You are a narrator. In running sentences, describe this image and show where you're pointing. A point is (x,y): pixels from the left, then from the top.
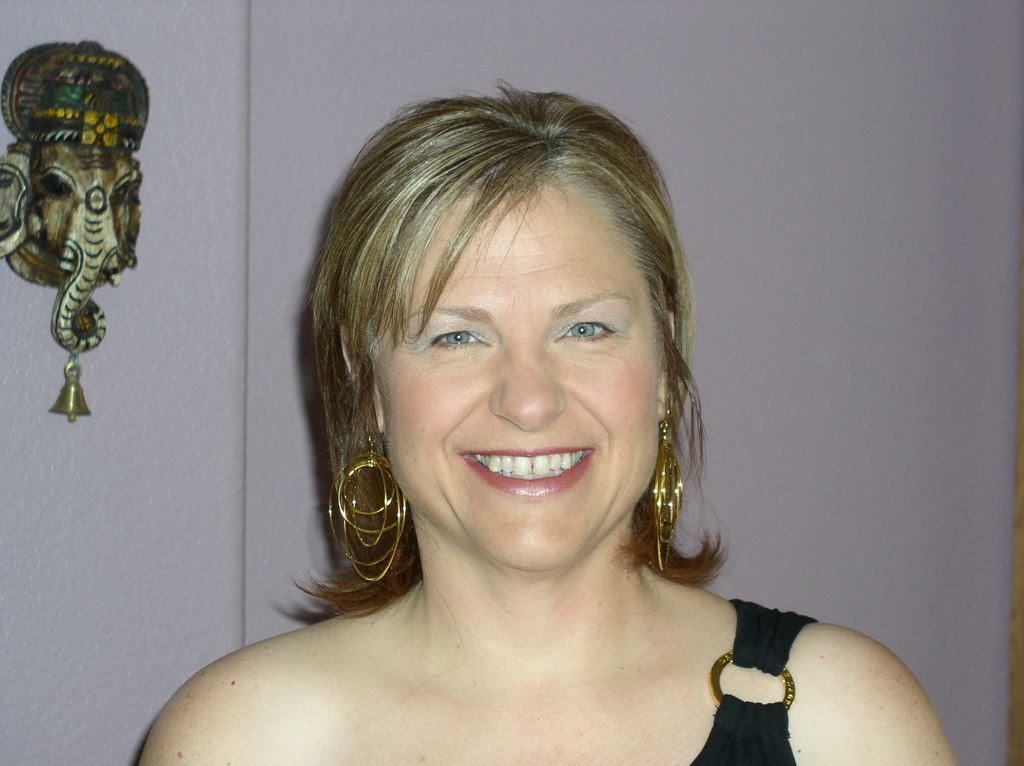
In this image we can see a lady (561,548) smiling. In the background (808,127) there is a wall (206,252) and we can see a decor (97,233) placed on the wall (91,445).
